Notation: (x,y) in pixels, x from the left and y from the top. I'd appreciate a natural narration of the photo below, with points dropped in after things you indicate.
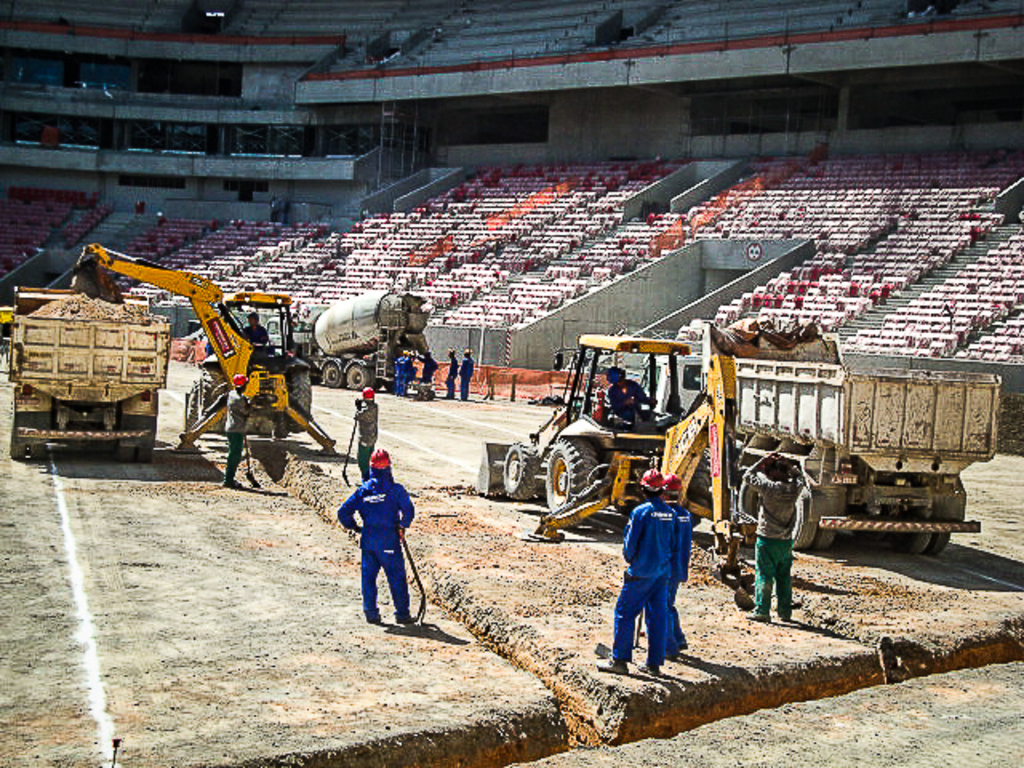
In this image I can see a stadium (592,230) on which I can see vehicles (57,433), persons (626,421), chairs (158,233) and some light focus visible at the top (212,16).
